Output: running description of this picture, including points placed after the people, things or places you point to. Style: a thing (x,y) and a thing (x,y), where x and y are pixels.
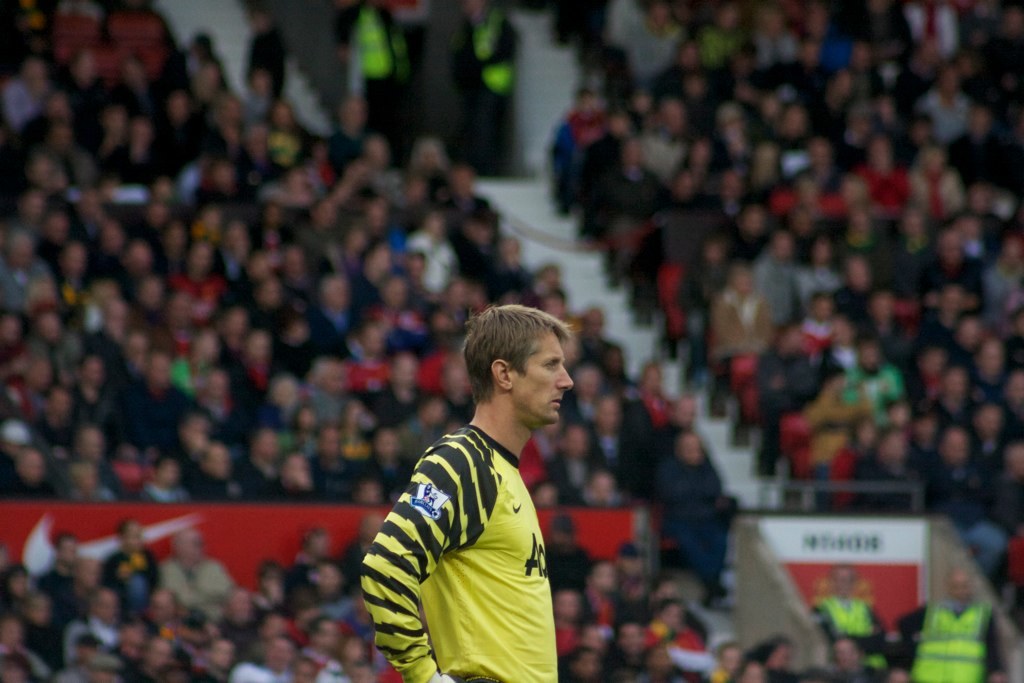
In the center of the image (495,381) we can see a person (475,527) standing. On the backside (610,525) we can see a fence (588,535), stairs (537,244) and a group of people (451,358) sitting on the chairs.
